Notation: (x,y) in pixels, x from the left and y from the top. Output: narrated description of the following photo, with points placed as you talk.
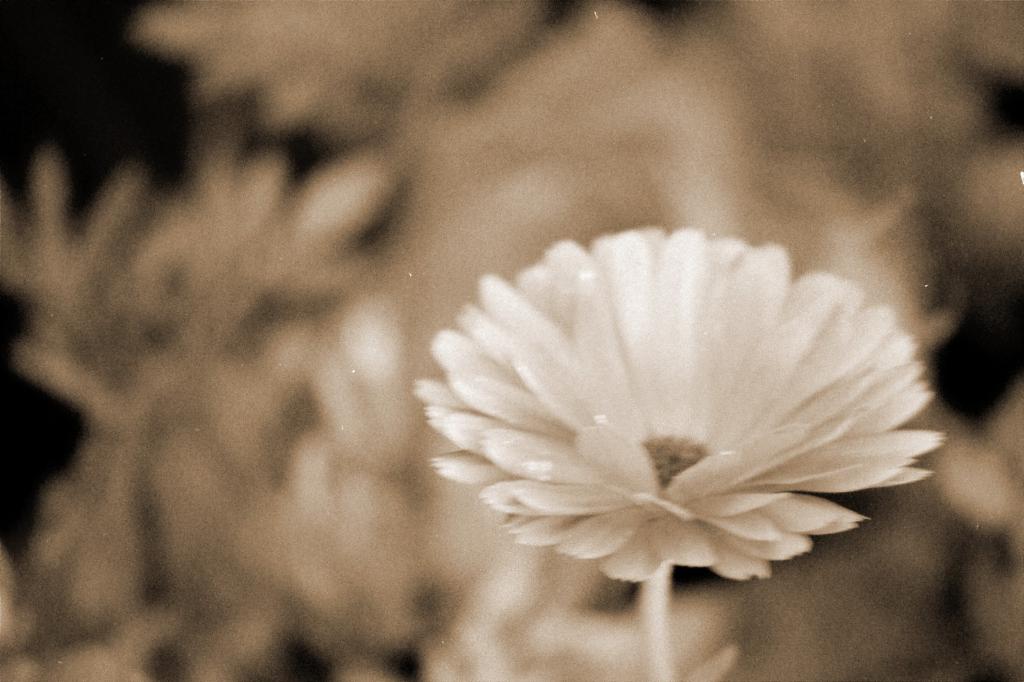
It is a black and white picture. Here we can see a flower (726,457) and stem (661,615). Background (996,72) we can see a blur view.
